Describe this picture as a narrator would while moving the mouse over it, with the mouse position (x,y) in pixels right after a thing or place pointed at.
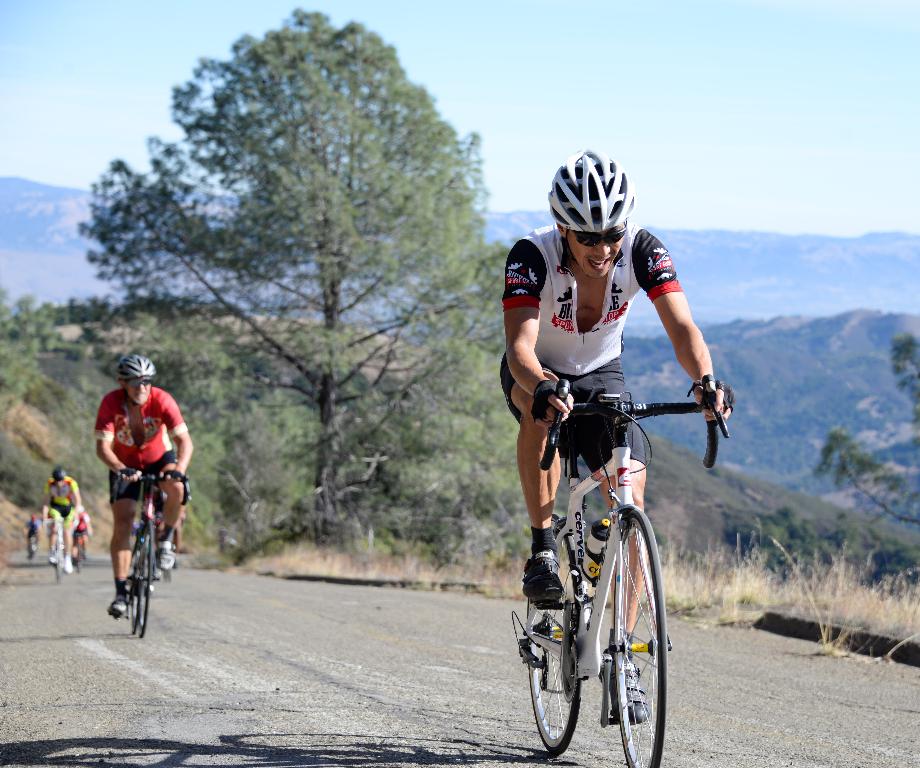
In the foreground of this image (604,577), there is a man (564,354) riding bicycle (615,602) on the road (414,720). In the background (180,421), there are people (129,546) riding bicycles (145,541), a tree (327,292), a cliff (732,484) and we can also see mountains (69,216) and the sky (71,81) in the background (71,81).
